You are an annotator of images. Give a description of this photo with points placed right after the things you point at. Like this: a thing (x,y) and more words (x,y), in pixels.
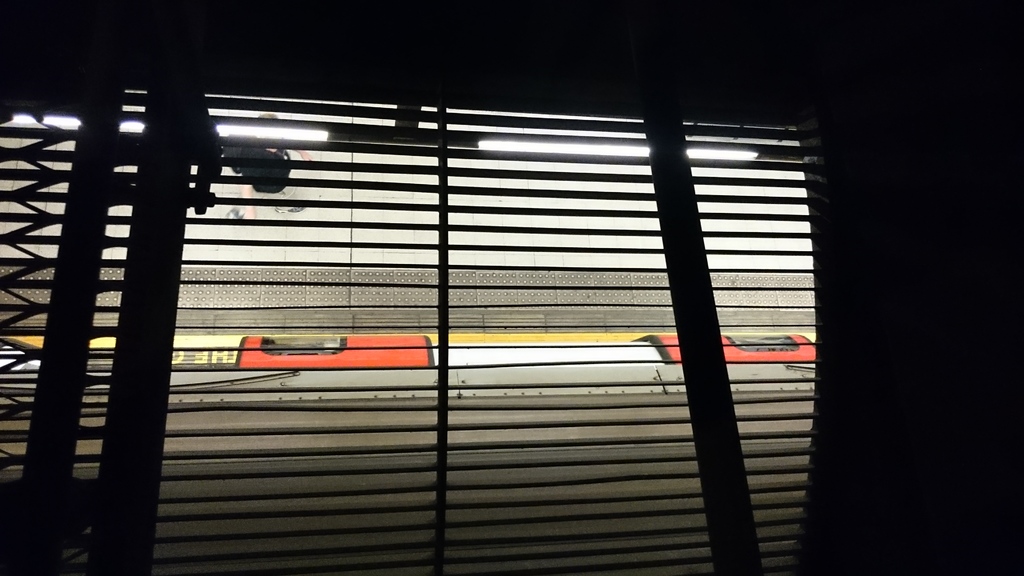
In this image we can see a window (283,263). To the right side of the image (853,343) there is a wall (895,238).
